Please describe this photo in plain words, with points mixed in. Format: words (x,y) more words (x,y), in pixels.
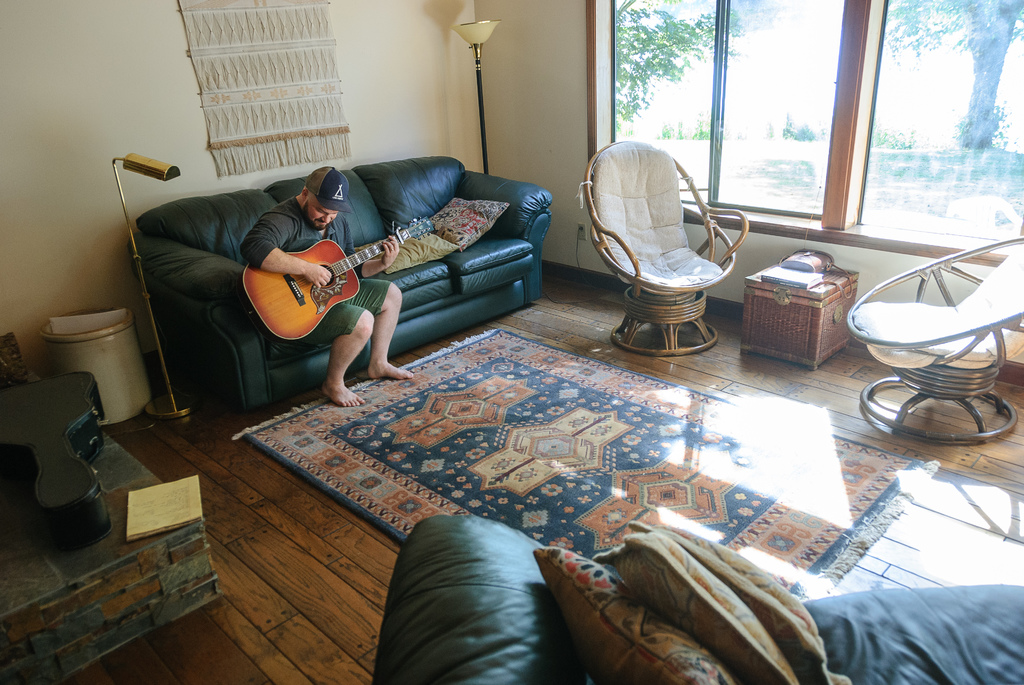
In the image we can see there is a man (326,213) who is sitting on sofa (305,354) and holding guitar (290,281) in his hand (386,253) and there are chairs (962,355) and floor mat (523,483).
